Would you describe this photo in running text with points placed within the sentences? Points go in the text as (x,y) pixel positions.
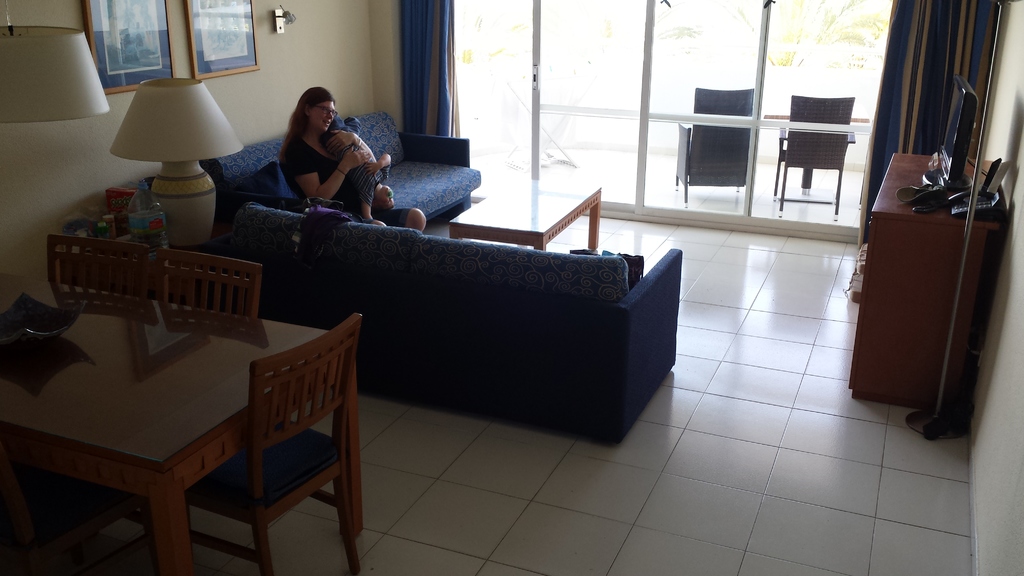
A picture is taken inside a closed room (784,300) where at the left corner of the picture (277,230) one blue sofa (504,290) is present and one woman (343,165) is sitting on it and carrying a baby (361,159) and there is one table (114,409) with chairs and bed lamps (184,172) and behind her there is a wall (259,74) with photos (238,42) on it and beside her there is big glass window (703,51) with curtains (921,55) on it and outside that there are two chairs (725,90) and trees (664,36) are present and at the right corner of the picture (968,307) there is one wooden table (873,286) with shelves (906,250) and one system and telephone (966,198) are present on it and in the middle (503,224) there is one table (518,225).
